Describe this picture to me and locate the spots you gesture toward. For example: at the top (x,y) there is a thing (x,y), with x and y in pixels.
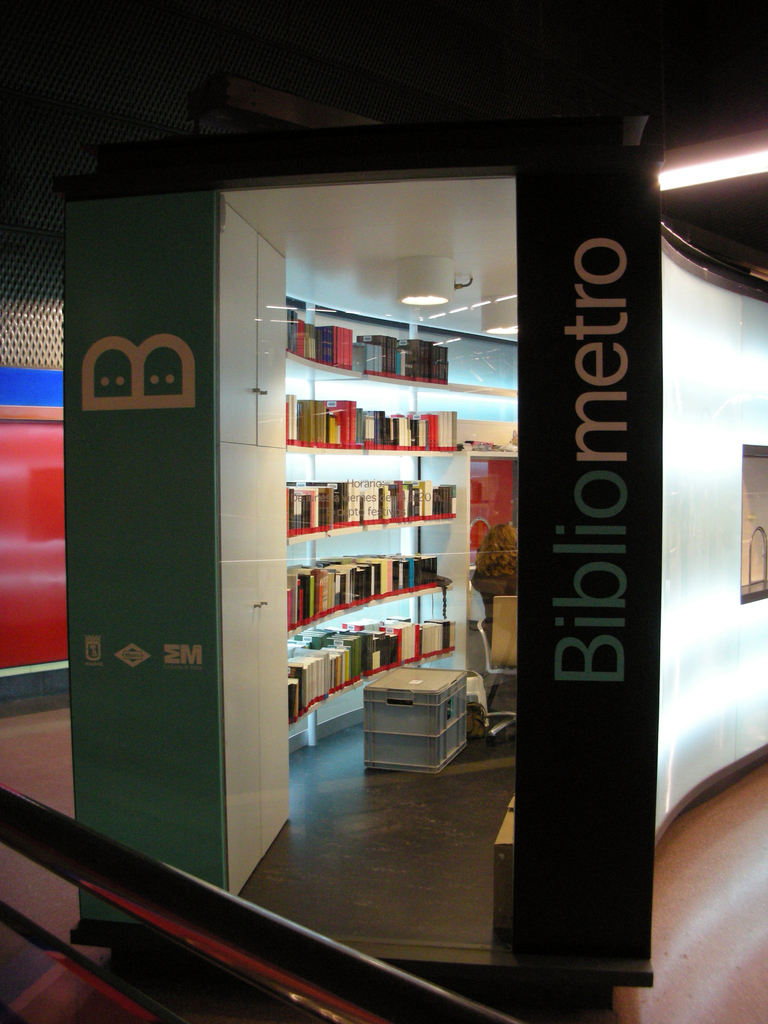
This picture might be taken inside the room (758,656). In this image, in the middle (439,674), we can see a room (328,709), inside a room (481,487) there are some books (318,684) on the shelf (294,537) and a crate (432,754). On the left side (22,573), we can also see red color. On the right side (749,548) there is a window (749,548). On the left side (68,853) corner, we can also see a rod (220,930).
